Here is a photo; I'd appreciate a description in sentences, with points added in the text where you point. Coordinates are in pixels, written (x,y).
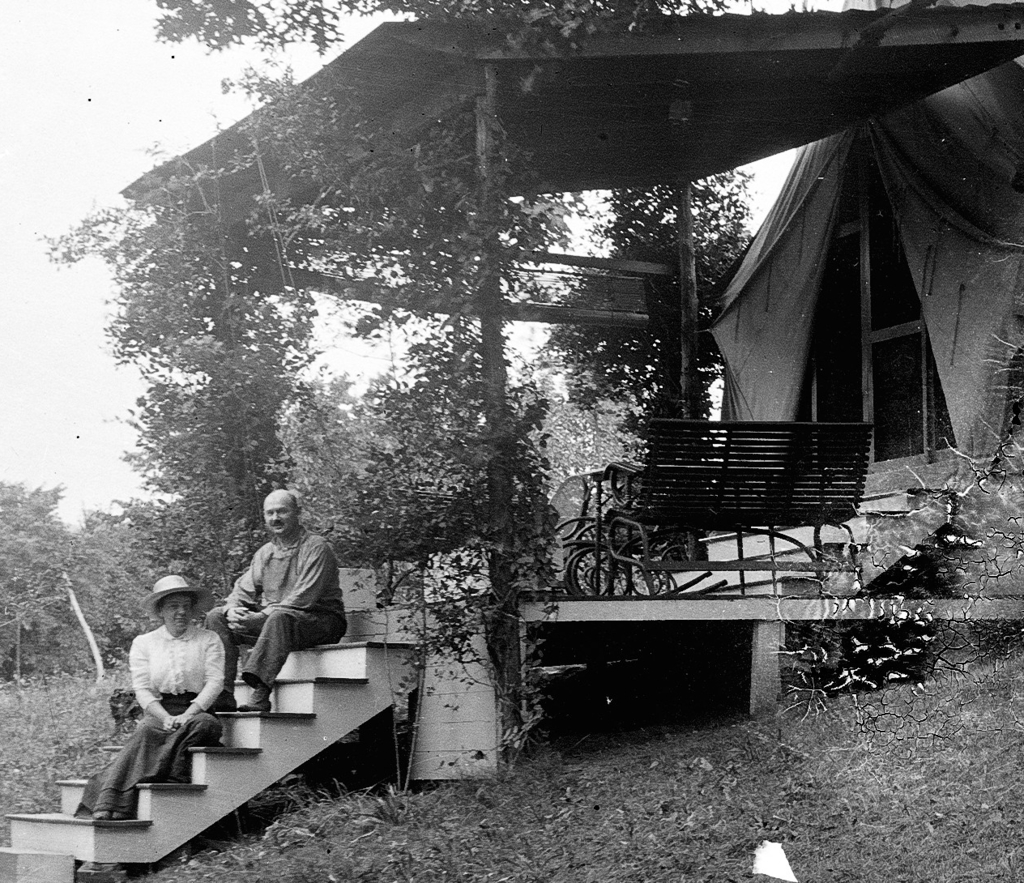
This is a black and white image. In this image we can see house (599,137), trees (462,366), plants (519,532), benches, stairs (12,866), persons (211,662), grass (822,738) and sky (77,111).
